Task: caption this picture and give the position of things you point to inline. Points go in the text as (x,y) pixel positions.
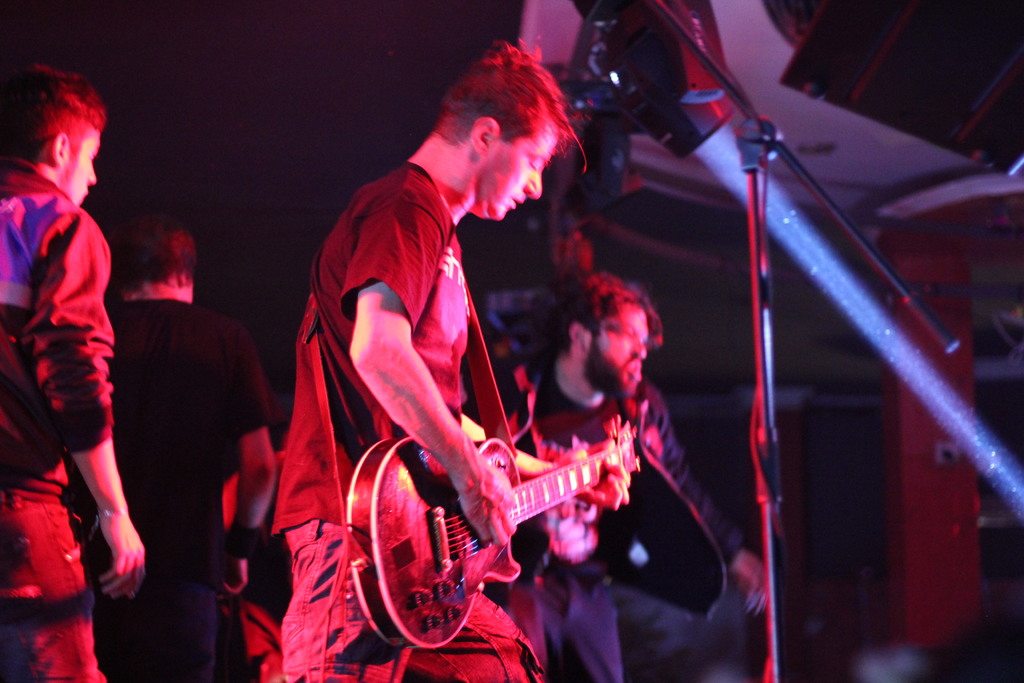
In this image I can see few men (99,465) are standing and in the front (620,496) I can see one of them is holding a guitar (481,585). On the right side of this image (739,104) I can see a mic stand (752,130) and a light (682,147).
